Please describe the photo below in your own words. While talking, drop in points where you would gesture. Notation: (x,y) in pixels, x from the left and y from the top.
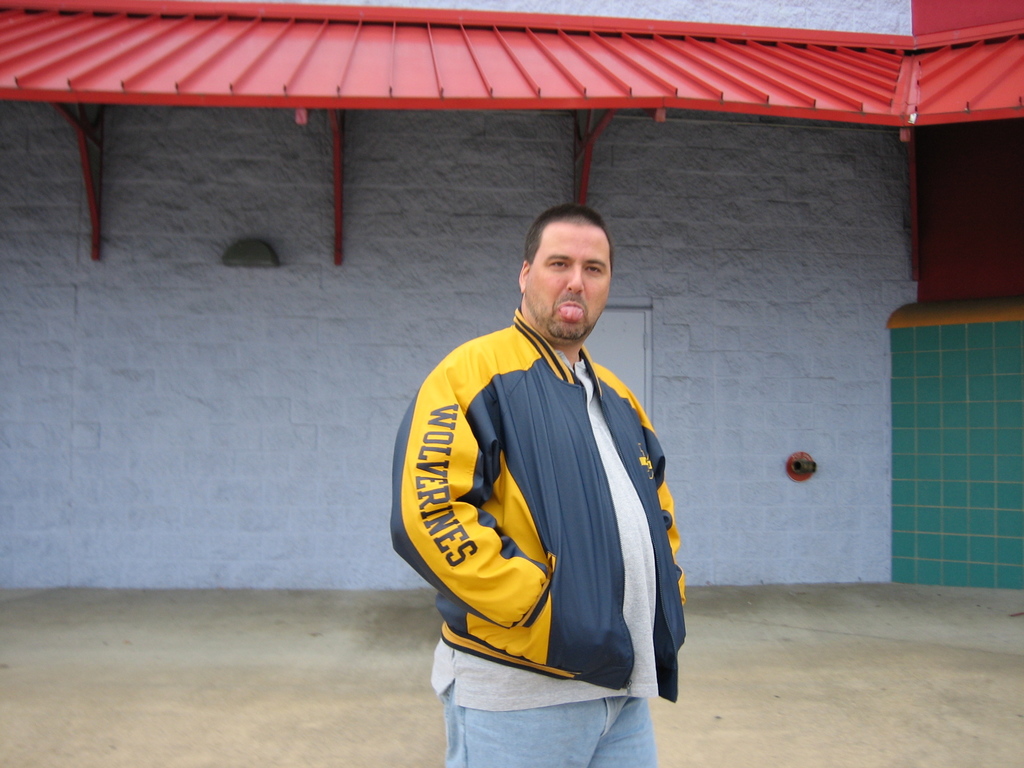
In the middle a man (494,675) is there, he wore yellow color coat (520,530) behind him there is a wall (446,319). It is in white color.
